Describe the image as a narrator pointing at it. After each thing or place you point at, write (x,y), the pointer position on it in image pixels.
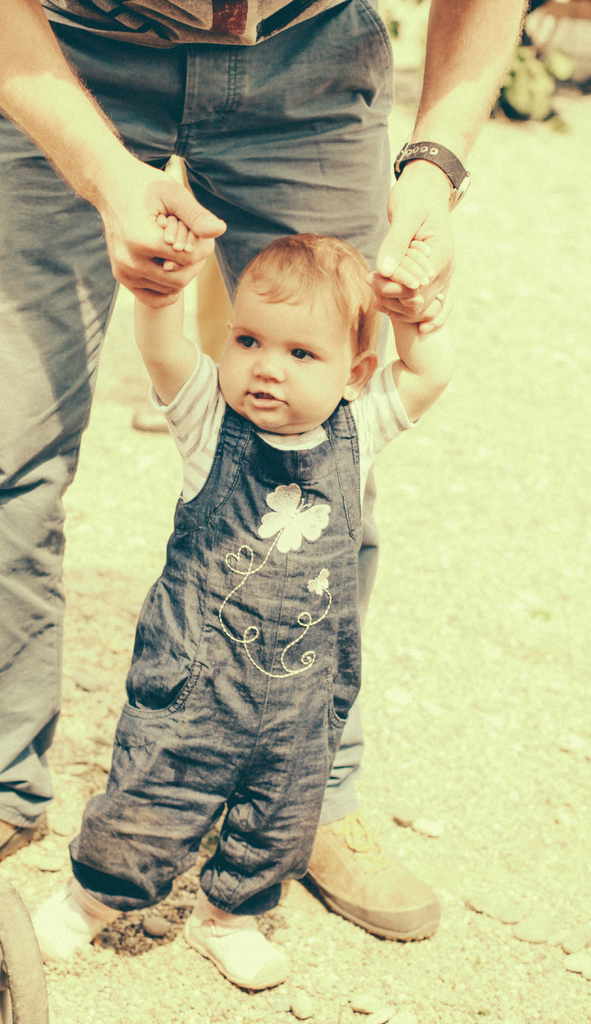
This image is taken outdoors. At the bottom of the image (345,954) there is ground (466,509). In the middle of the image (233,527) a man (212,167) and a kid (282,263) are standing on the ground (166,913). A man (175,289) is holding the hands (169,263) of a kid (318,291).
